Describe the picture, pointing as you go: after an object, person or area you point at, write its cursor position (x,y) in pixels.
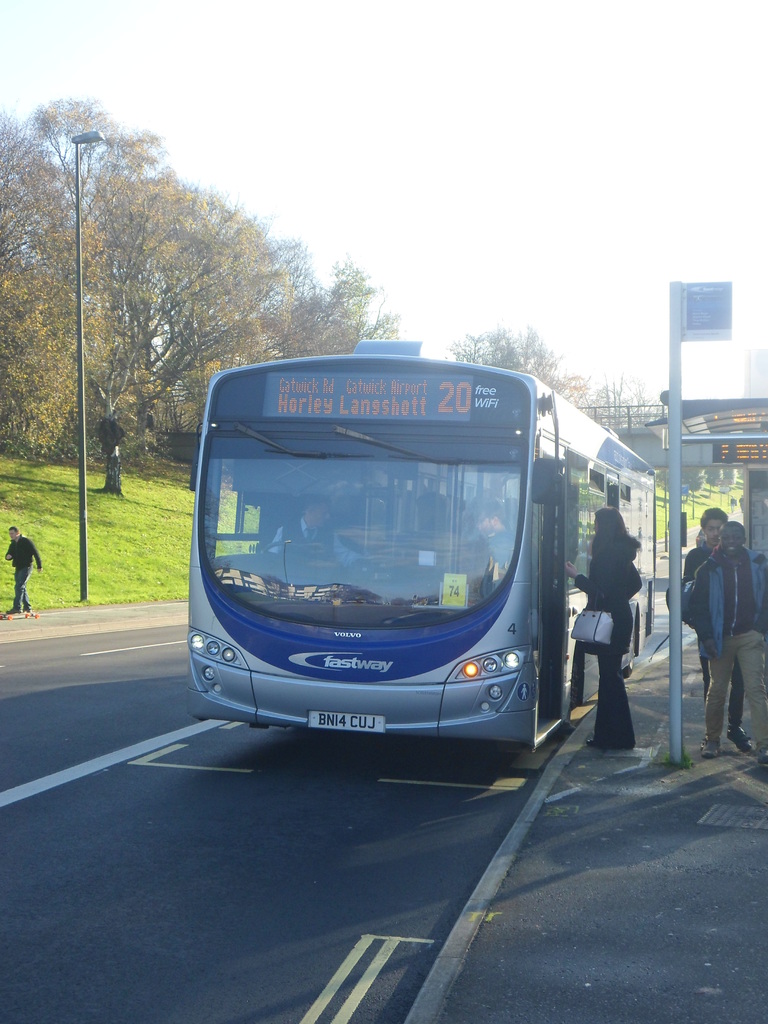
In the foreground of this image (456,694), there is a bus (461,623) on the road (432,818). On the right (674,346), there is a pole (681,446) and few persons (763,713) standing on the side path (730,809). In the background (730,427), there is a shelter (739,431), trees (206,313), a light pole (85,565), a man (33,551) on the skateboards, grass (132,517) and the sky (359,161).
